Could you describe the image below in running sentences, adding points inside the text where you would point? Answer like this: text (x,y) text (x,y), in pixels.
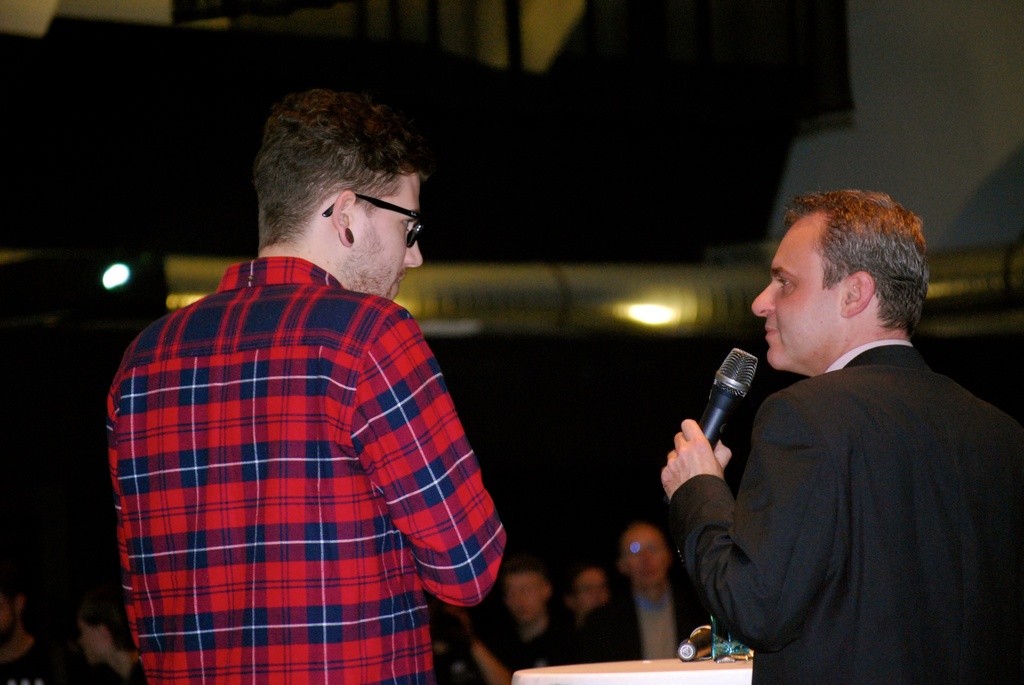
there are two men (396,530) standing one of them is holding the microphone (719,382) on his hand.
